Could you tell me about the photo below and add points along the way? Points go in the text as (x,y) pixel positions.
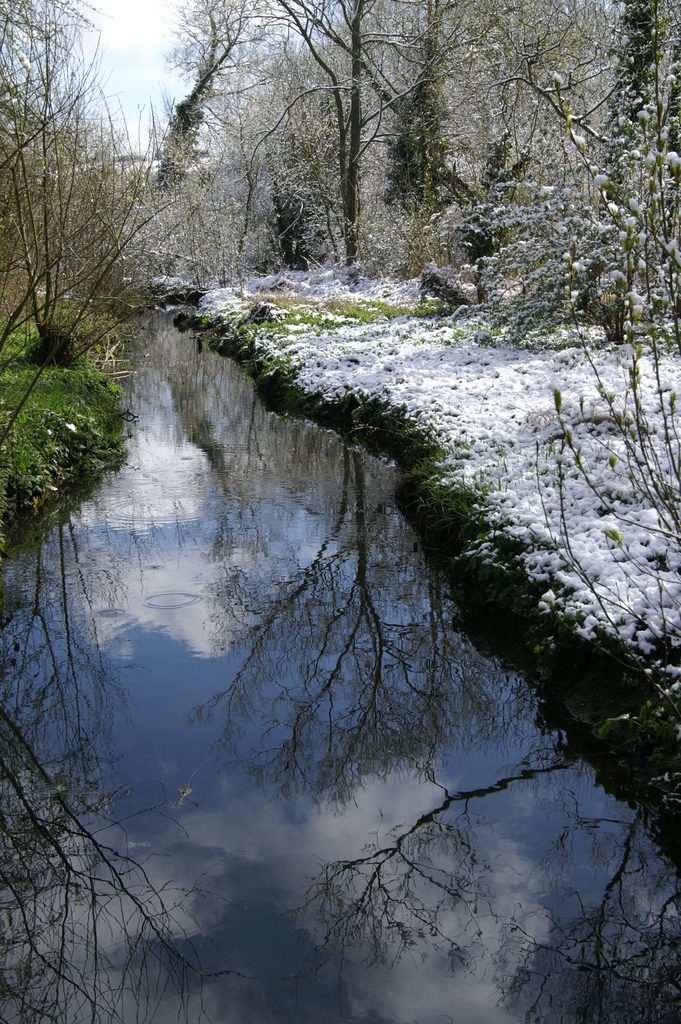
In this image I can see a small lake (285,586) and in the lake (257,463) I can see shadow (310,660) of trees (432,708) and the sky (251,992) I can see trees (185,106) in the middle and I can see the sky (149,71) at the top (143,94) and I can see plants (543,306) on the right side (508,204).
